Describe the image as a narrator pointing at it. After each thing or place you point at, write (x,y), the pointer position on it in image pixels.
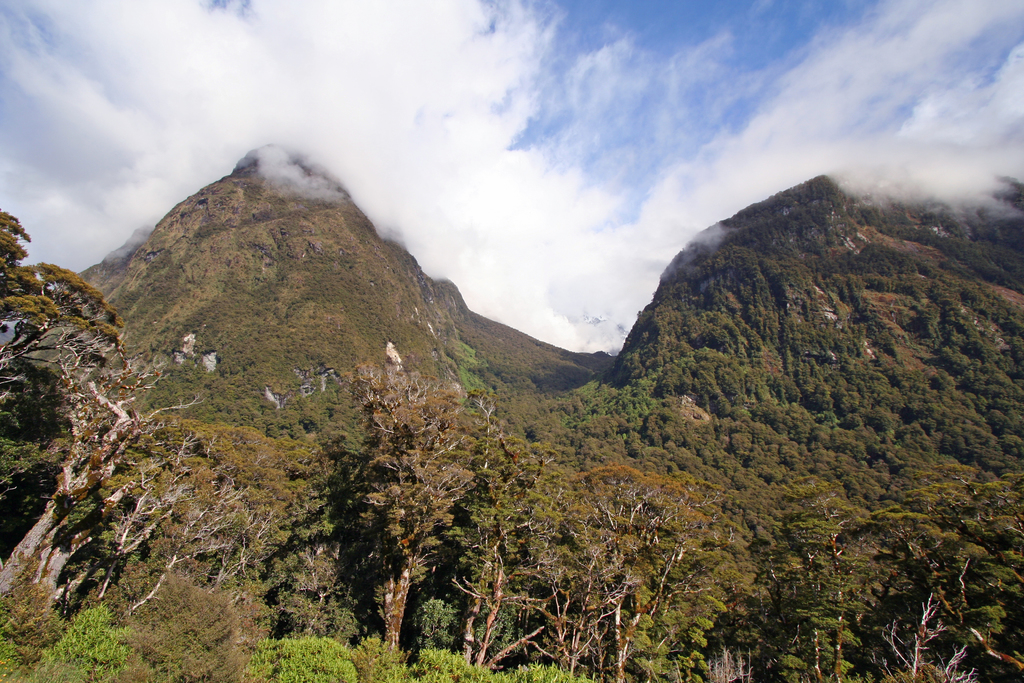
In this picture I can see the trees (549,524) at the bottom (592,512), in the middle (630,424) there are hills (664,319). At the top (586,115) there is the sky (533,119).
